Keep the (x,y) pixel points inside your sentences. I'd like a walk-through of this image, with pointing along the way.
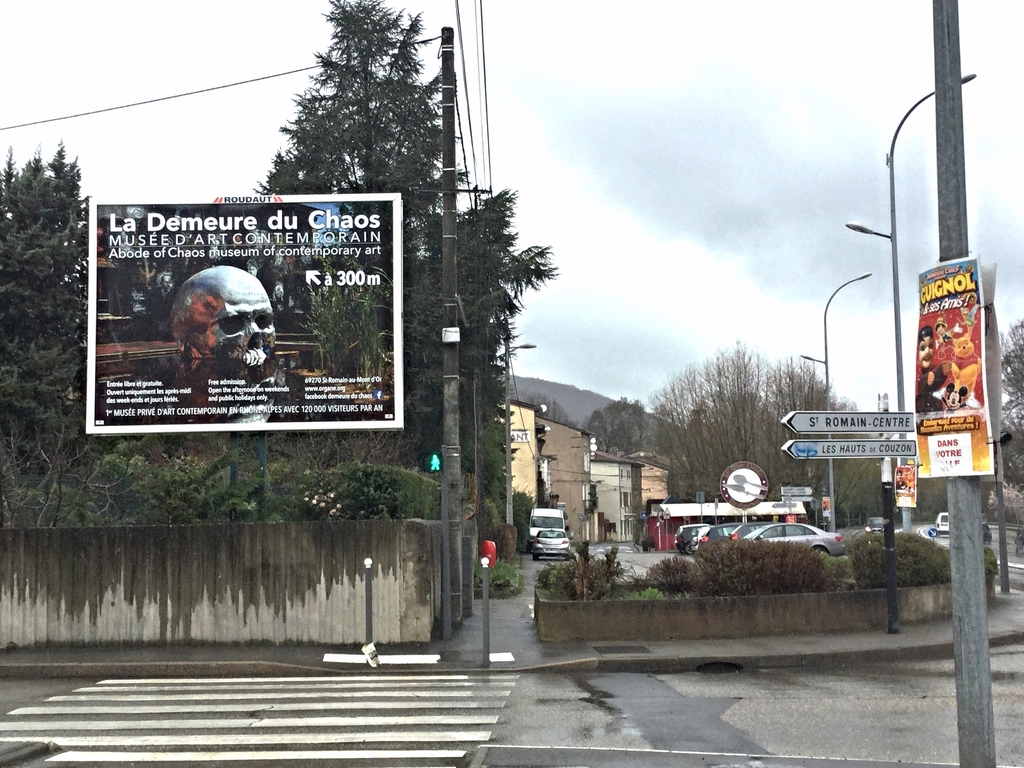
In the image I can see a place houses (560,493), vehicles (826,534), poles (885,460) to which there are some lights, boards (897,449) and also I can see some trees (291,157) and a banner (313,250) to the side.
